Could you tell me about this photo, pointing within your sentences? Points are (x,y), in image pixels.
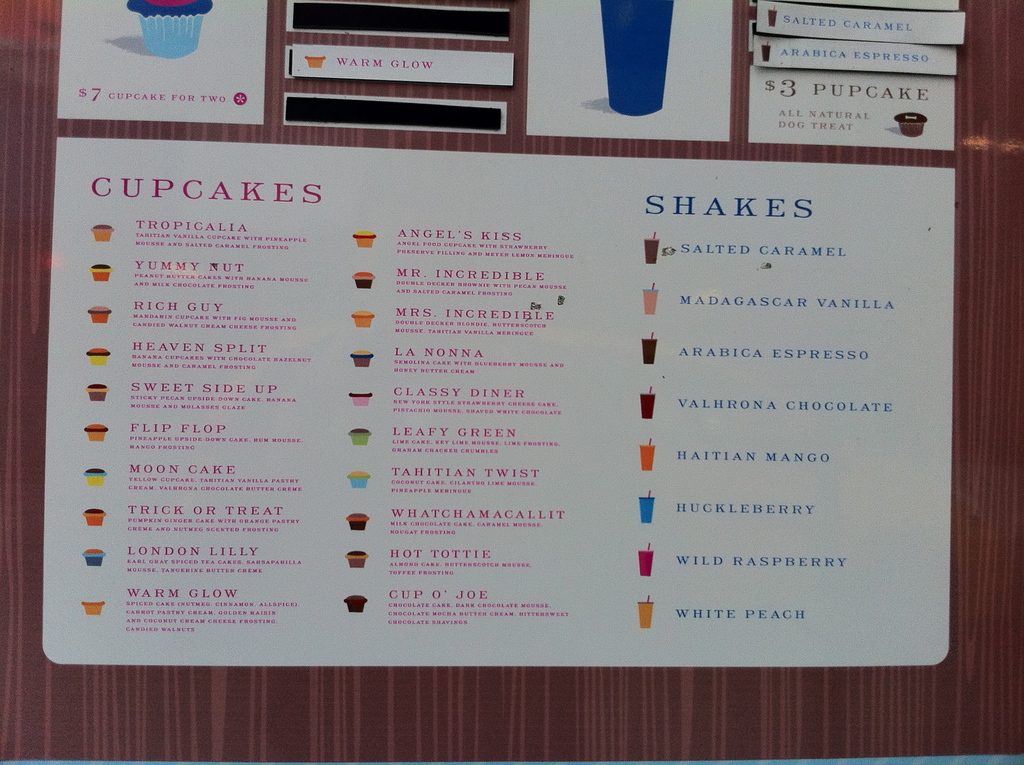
The picture consists of a notice board (318,92). In the board (26,5) there are papers (534,75). On the papers (271,265) there are text (828,255) and pictures (363,288) of cupcakes (361,321) and glasses (629,100).
